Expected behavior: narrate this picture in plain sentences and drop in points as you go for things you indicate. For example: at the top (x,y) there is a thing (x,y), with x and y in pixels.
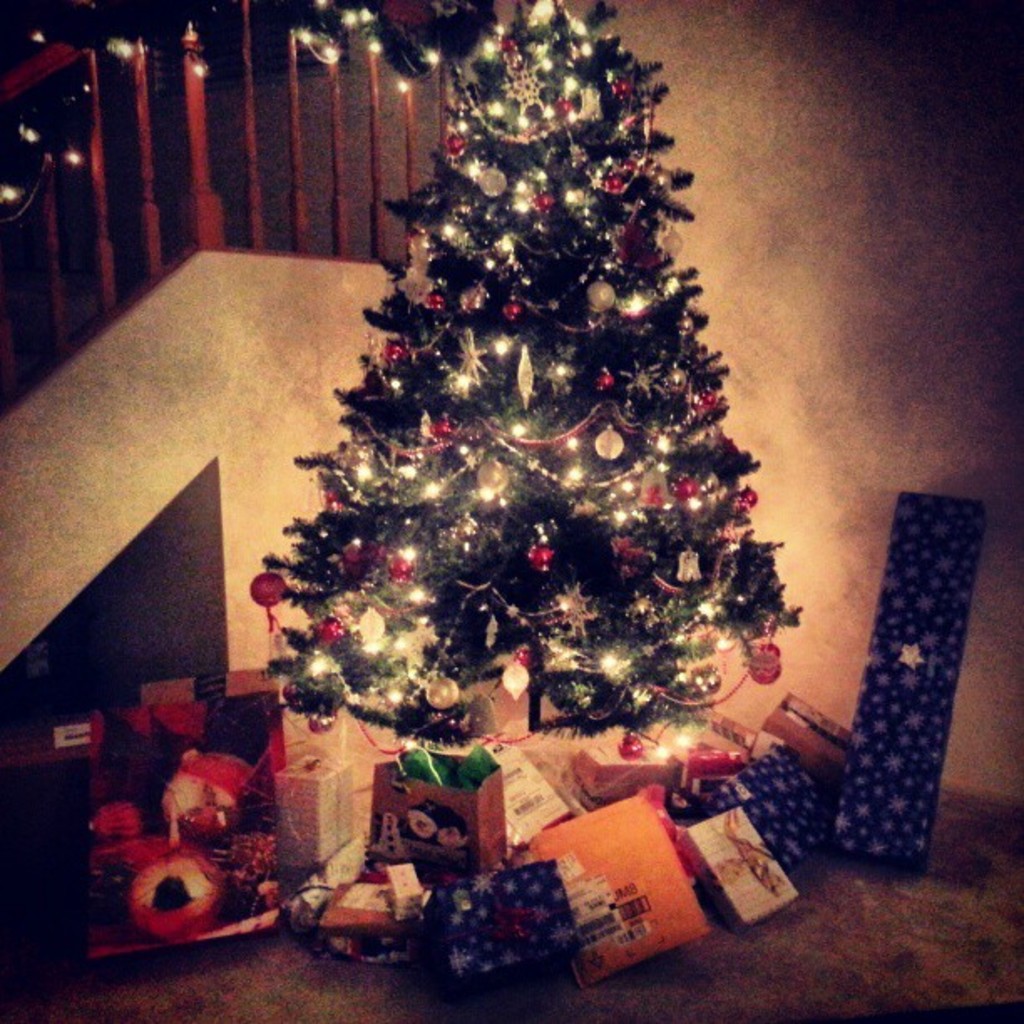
In this image there is a christmas tree (672,271) decorated with lights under that there are so many gift boxes (421,812) and beside the tree (456,211) there is a stair case (246,81).
